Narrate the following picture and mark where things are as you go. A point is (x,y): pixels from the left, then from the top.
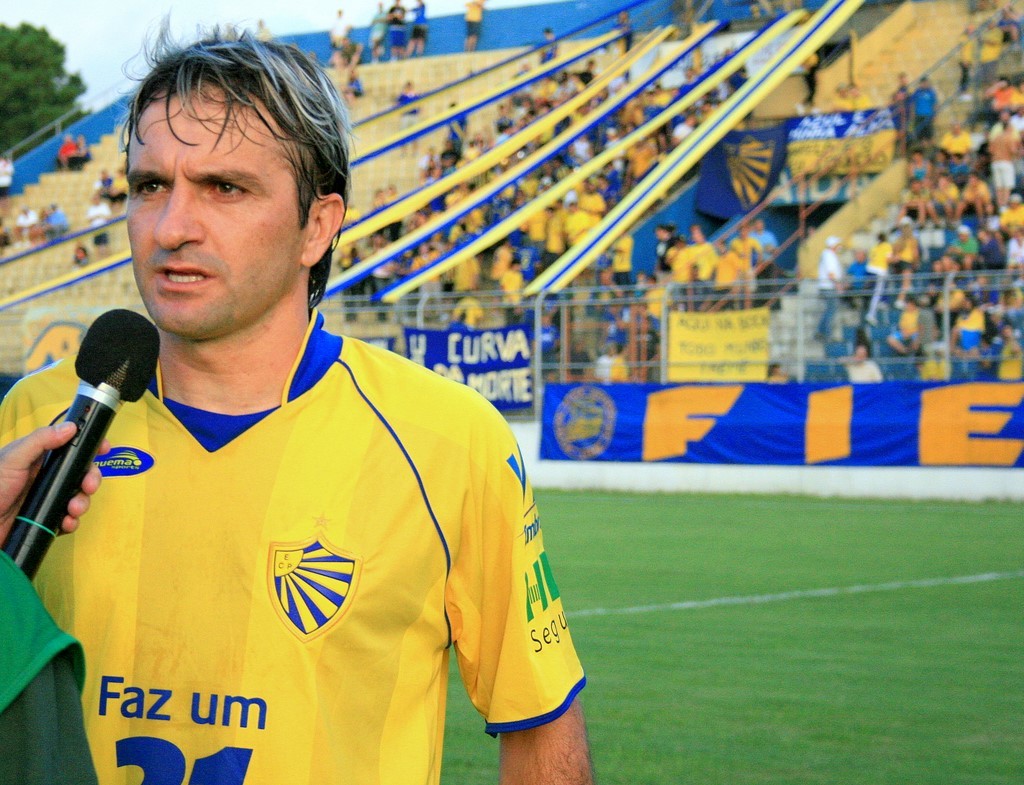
In this image I can see a person (155,729) wearing yellow color jersey (133,720), in front (143,321) I can see a microphone (120,312). Background (674,430) I can see a banner (725,424) in yellow and blue color attached to the pole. I can see few persons (857,355) some are sitting and some are standing, trees (63,97) in green color and sky (112,34) is in white.
